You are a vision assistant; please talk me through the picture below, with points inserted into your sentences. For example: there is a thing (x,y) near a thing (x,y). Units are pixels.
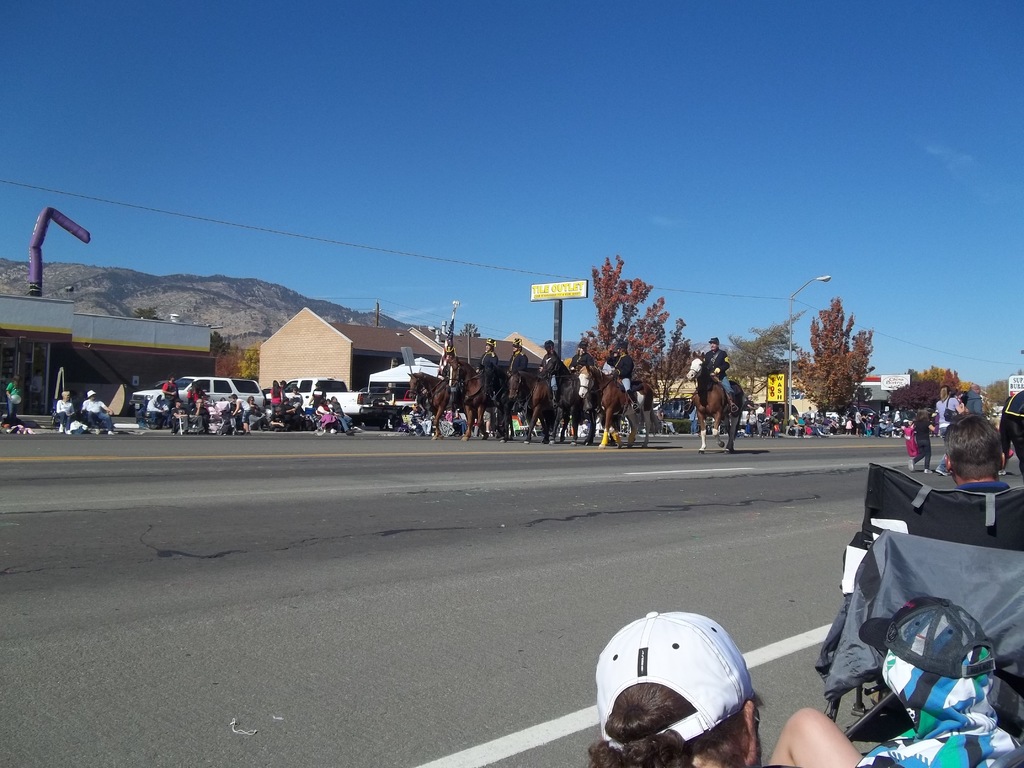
In this picture I can see group of people (718,374) sitting on the horses (537,407), there are vehicles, there are group of people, there are boards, poles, light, trees (601,339), there are houses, hills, and in the background (702,202) there is sky (702,202).
